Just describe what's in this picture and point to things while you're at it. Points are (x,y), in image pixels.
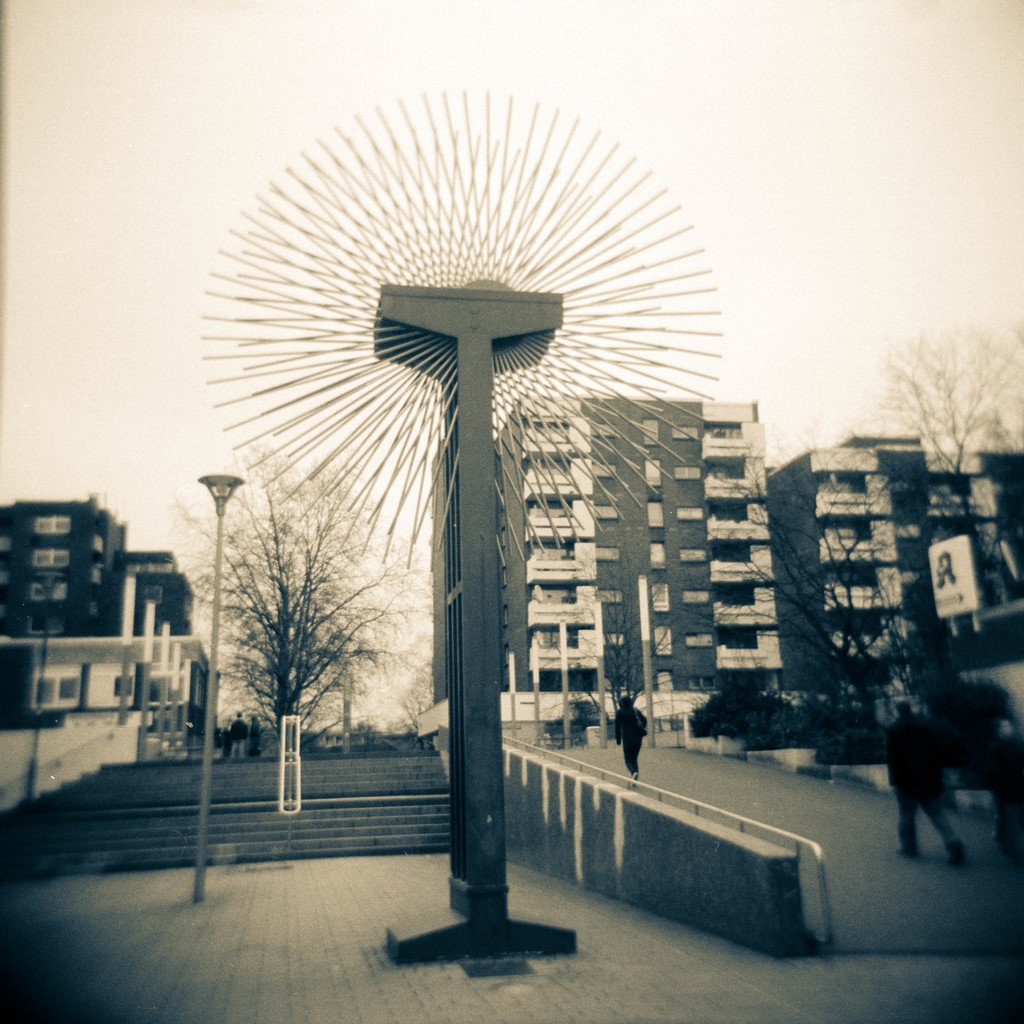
In the middle of this image (671,356), there are sticks (526,156) in circular shape, arranged. These are attached to a pole (482,788). Beside this all, there is a fence (579,778). On the left side (199,880), there is another pole (219,513). Beside this pole (197,858), there are steps (183,769). On the right side (1019,840), there are persons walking on a road (740,786). In the background (886,529), there are buildings (11,586), trees (270,527) and there are clouds (944,248) in the sky (881,166).
